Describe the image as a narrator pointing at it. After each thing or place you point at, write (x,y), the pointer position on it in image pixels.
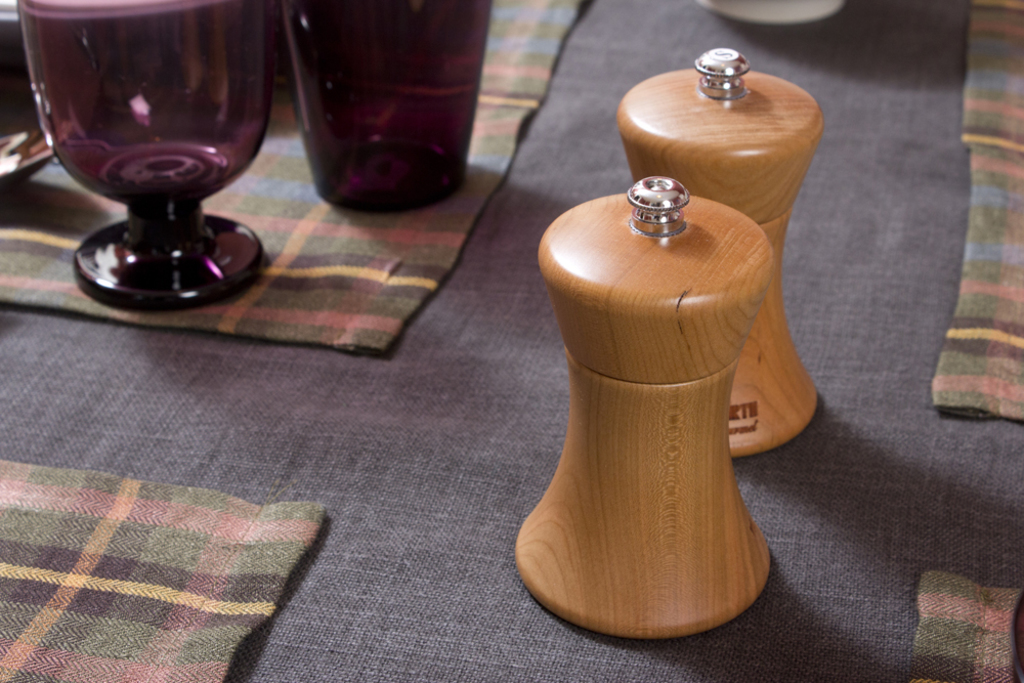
In this picture we can see a glass (110,146), wooden objects (623,137) and other thing (771,4) on a cloth (418,549).
